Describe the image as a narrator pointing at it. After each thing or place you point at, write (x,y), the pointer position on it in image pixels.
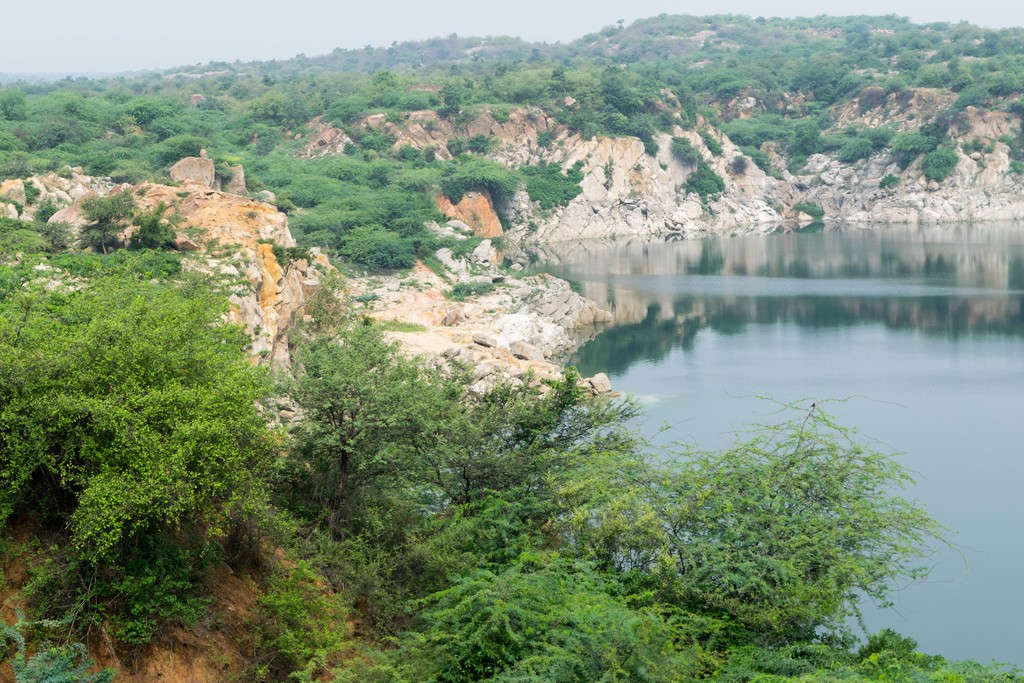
In this image I see the rocks (469,196) on which there are many trees (35,350) and plants (424,158) and I see the water (587,246) over here. In the background (342,16) I see the sky (498,29).
